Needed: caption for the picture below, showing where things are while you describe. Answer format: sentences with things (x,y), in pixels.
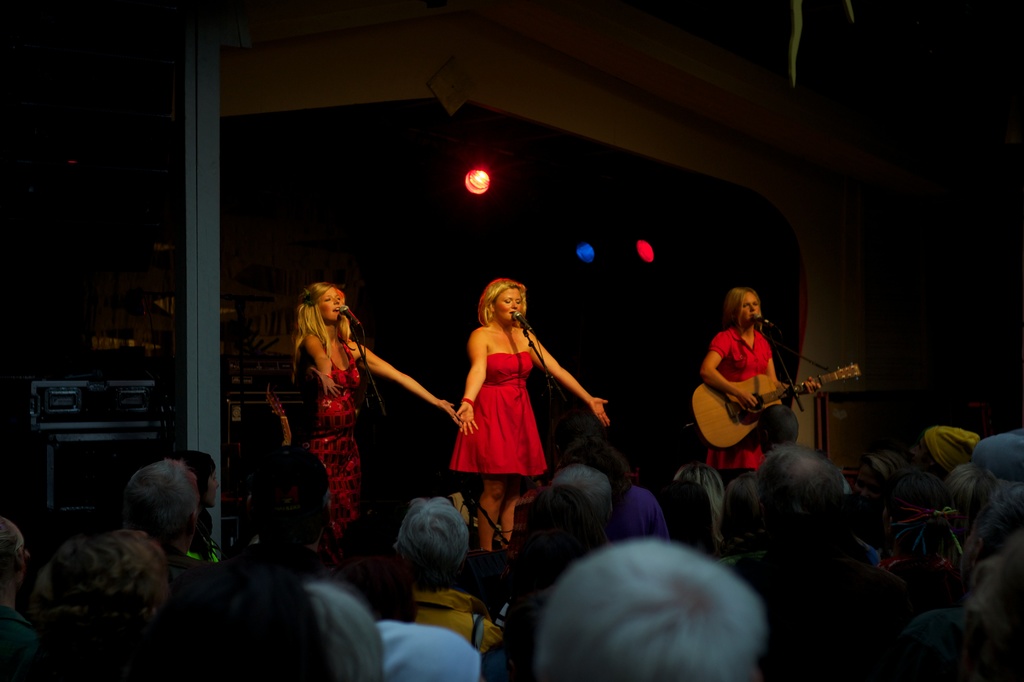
There are three women (472,385) standing on the stage (431,427). Two of them were singing in front of a microphones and stands (550,390). Another woman (735,342) is playing guitar (728,415) in her hands (817,386) and singing. There are some people (543,605) standing and watching their performance. In the background (473,170) there is a light (476,188).
